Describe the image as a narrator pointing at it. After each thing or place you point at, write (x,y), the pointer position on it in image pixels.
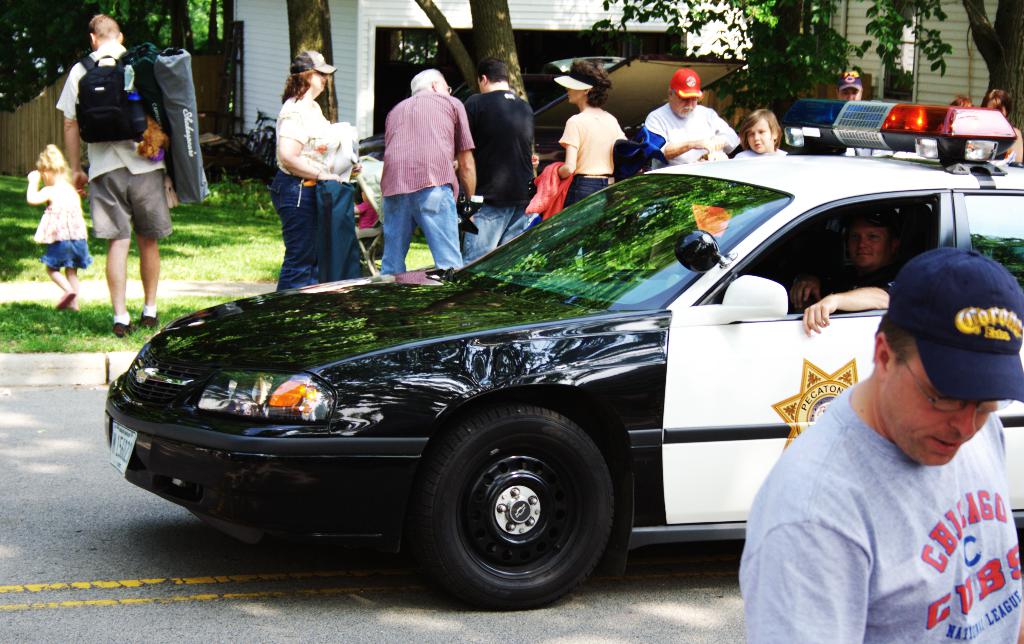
In the middle of a image, there is a car (292,466) which is white and black in color in which a person (849,265) is riding. In the bottom of the image (1017,569), there is a person (934,310) wearing blue color cap (970,332), is standing on the road (725,594). In the background (764,149), there are group of people (72,207) standing and a one person (100,50) is wearing a bag (107,114). In the left side of the image (14,21), there are trees (198,7). In the middle of the image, there is a building (522,63). This image is taken during day time.
